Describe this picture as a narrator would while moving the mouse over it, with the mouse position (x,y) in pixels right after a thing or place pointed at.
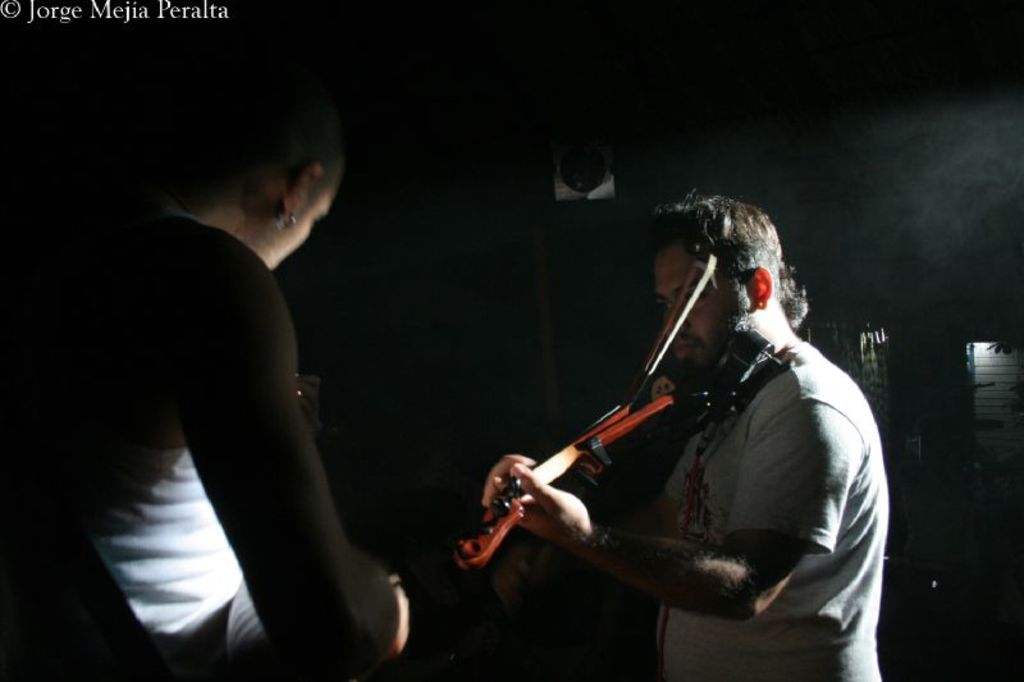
In this image there is a man (763,457) standing towards the bottom of the image (778,470), he is playing a musical instrument (662,387), there is a woman (215,355) standing towards the bottom of the image (254,490), there is an object (980,357) towards the right of the image (996,393) that looks like a wall (996,383), there is text (101,21) towards the top of the image (141,26), the background of the image (270,32) is dark.
